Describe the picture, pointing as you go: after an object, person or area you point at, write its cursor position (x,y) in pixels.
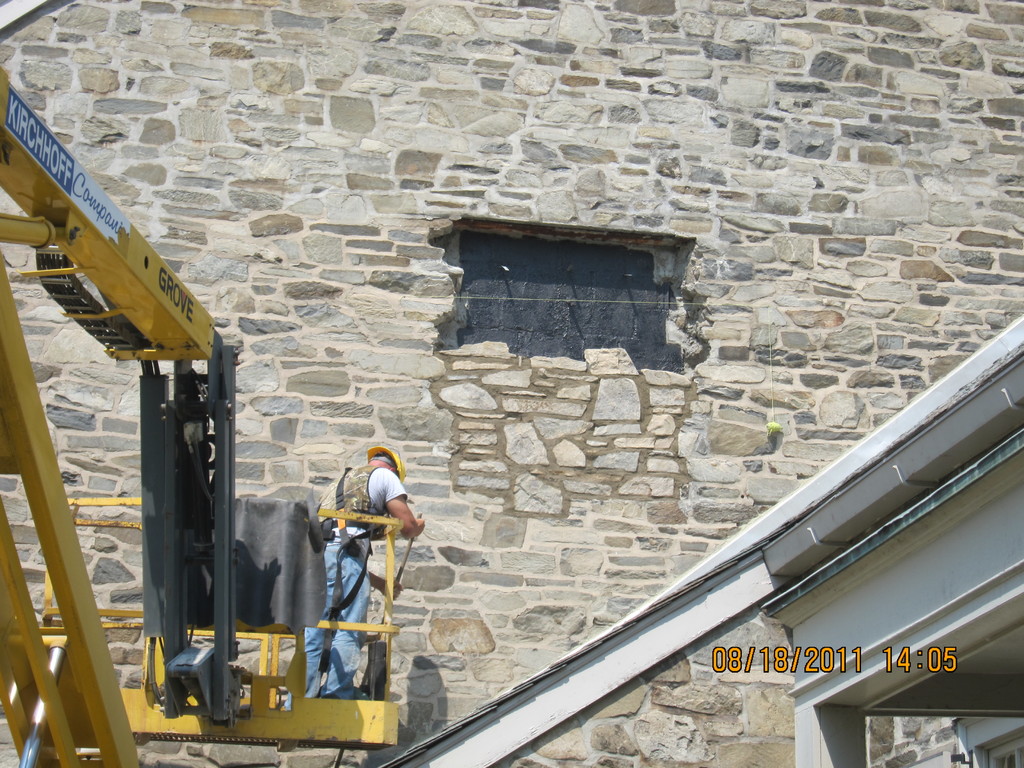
On the left side of the image (341,689) there is a person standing on the crane (156,672) and he is holding some object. On the right side of the image (833,631) there is a building (820,682). In the background of the image (635,283) there is a wall (481,168). There are some numbers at the bottom of the image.
